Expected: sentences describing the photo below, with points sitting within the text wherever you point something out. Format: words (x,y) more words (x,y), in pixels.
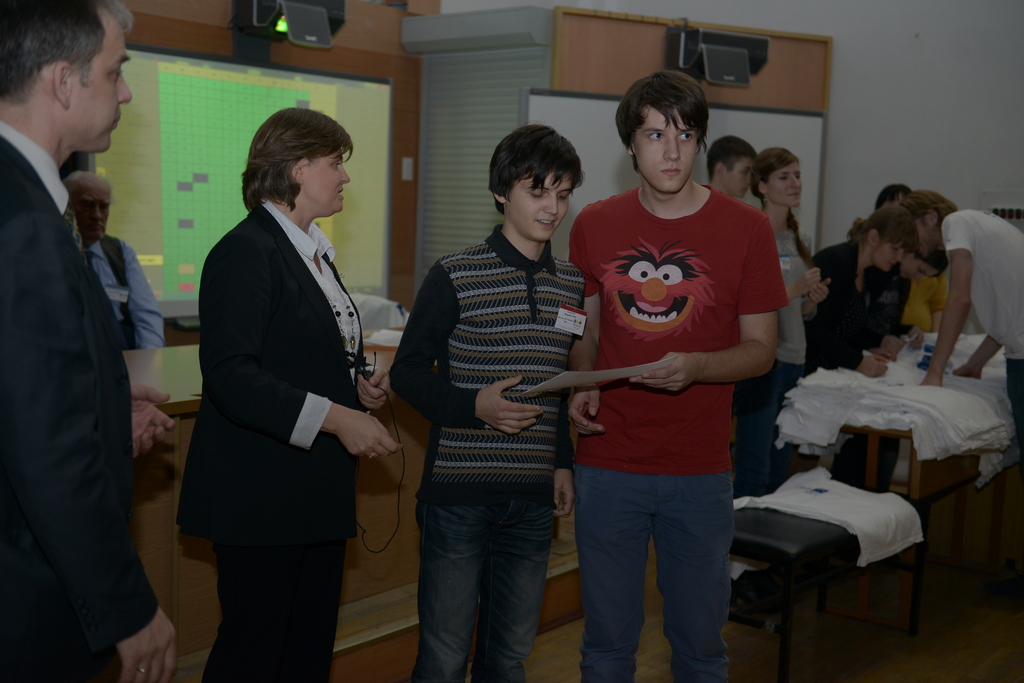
In this image we can see this people (339,332) are standing on the floor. In the background (987,233) we can see few people (938,244) are standing around the table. There are many t shirts (933,402) on the table (887,438).
